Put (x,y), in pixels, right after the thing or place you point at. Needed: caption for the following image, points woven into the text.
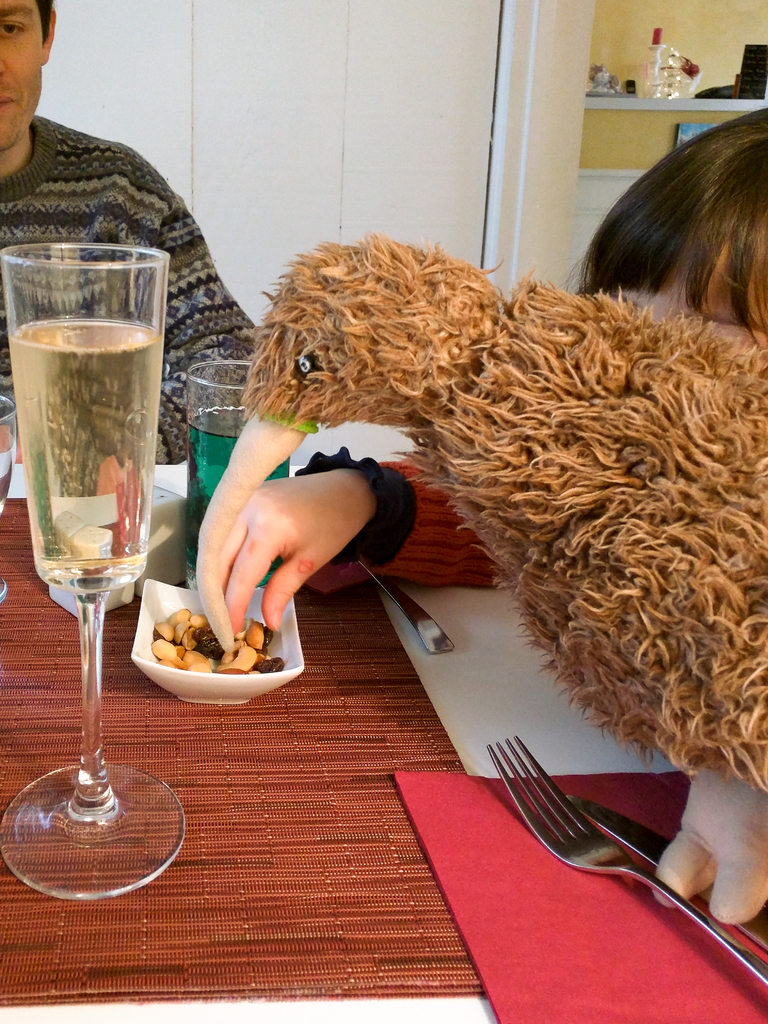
In this image we can see two persons (360,473), in front of them there is a table (349,608), on that there are glasses (40,382), knife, fork (562,834), table mats (165,744), there are food items (211,655) in the cup (281,646), there is a doll (349,393), there are objects (652,79) on the shelves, also we can see the wall (430,27).
